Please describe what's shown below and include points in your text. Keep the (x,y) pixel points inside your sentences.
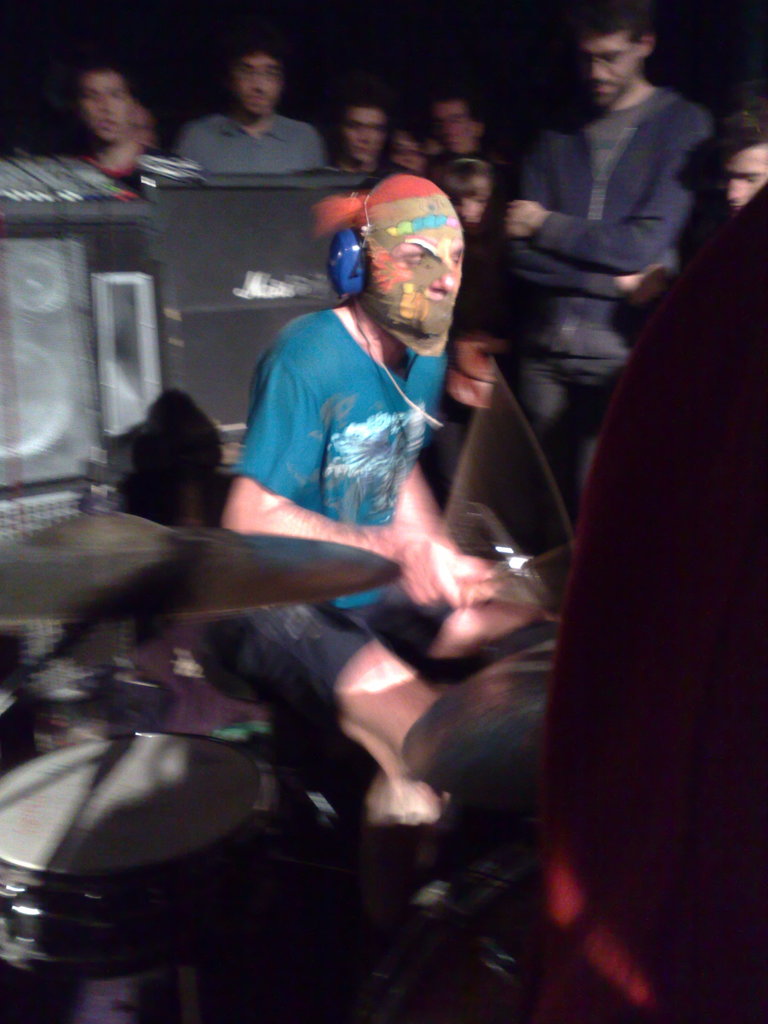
In this image, we can see people (448,278) and one of them is wearing a headset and a mask (406,285) on his face (410,271) and holding an object (495,559). In the background (410,126), there are some more people (219,122) and we can see musical instruments (85,809).
